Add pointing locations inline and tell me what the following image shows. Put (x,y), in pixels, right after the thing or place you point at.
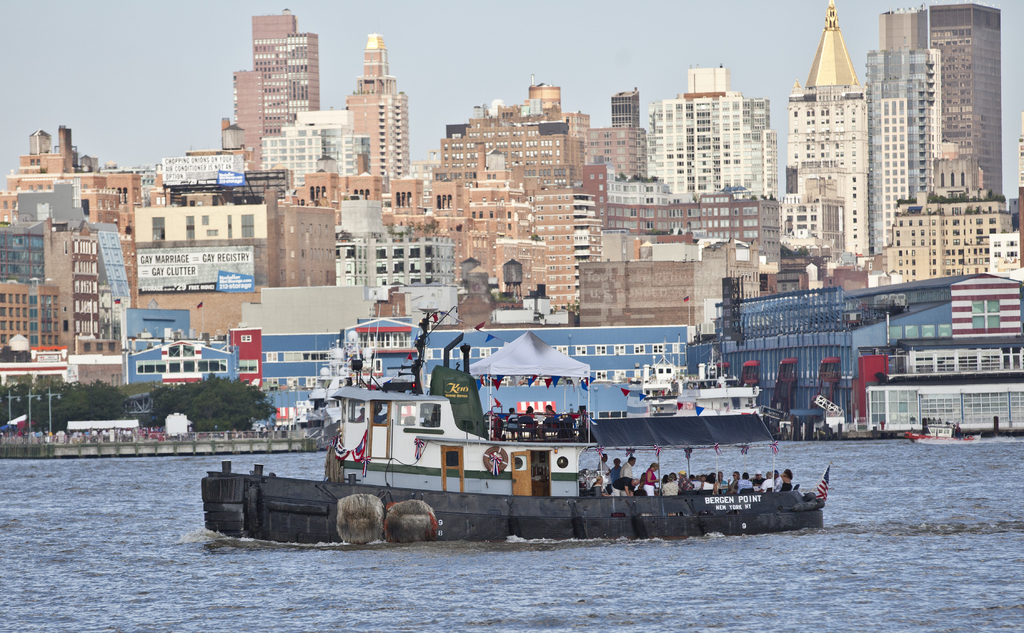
In this picture there is a boat (578,511) on the water (693,551) and there are few people (620,483) in the boat (659,490) and there are few buildings (521,248) and trees (132,392) in the background (97,392).
